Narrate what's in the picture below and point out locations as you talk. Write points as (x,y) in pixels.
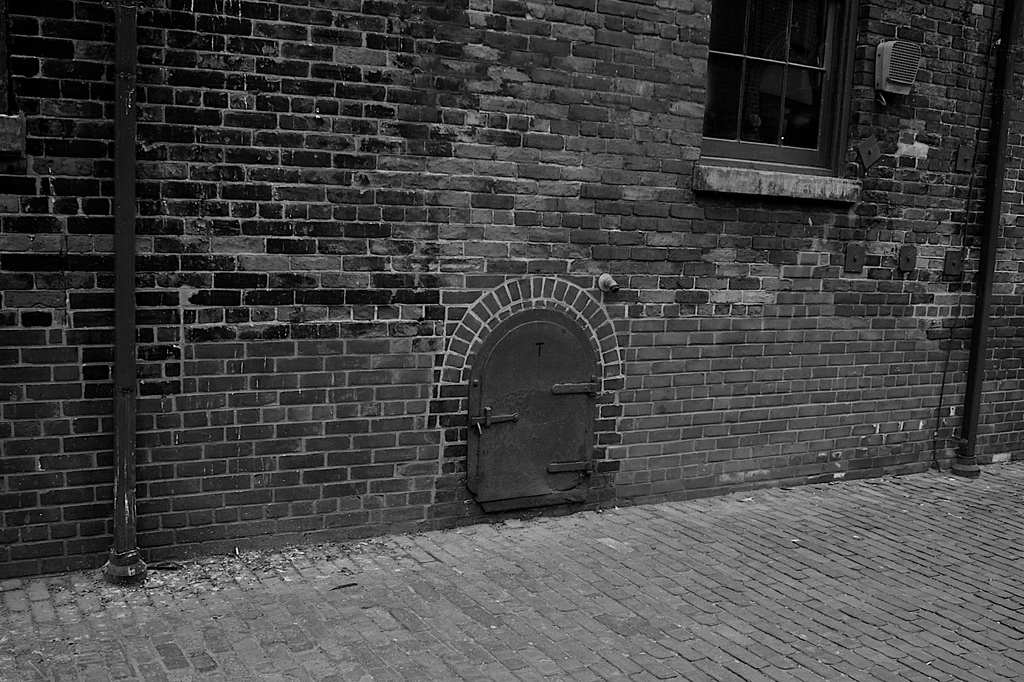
In this image I can see a building (546,129) and window (770,103). I can see a brick wall (647,151) and pole (1004,108). The image is in black and white.
